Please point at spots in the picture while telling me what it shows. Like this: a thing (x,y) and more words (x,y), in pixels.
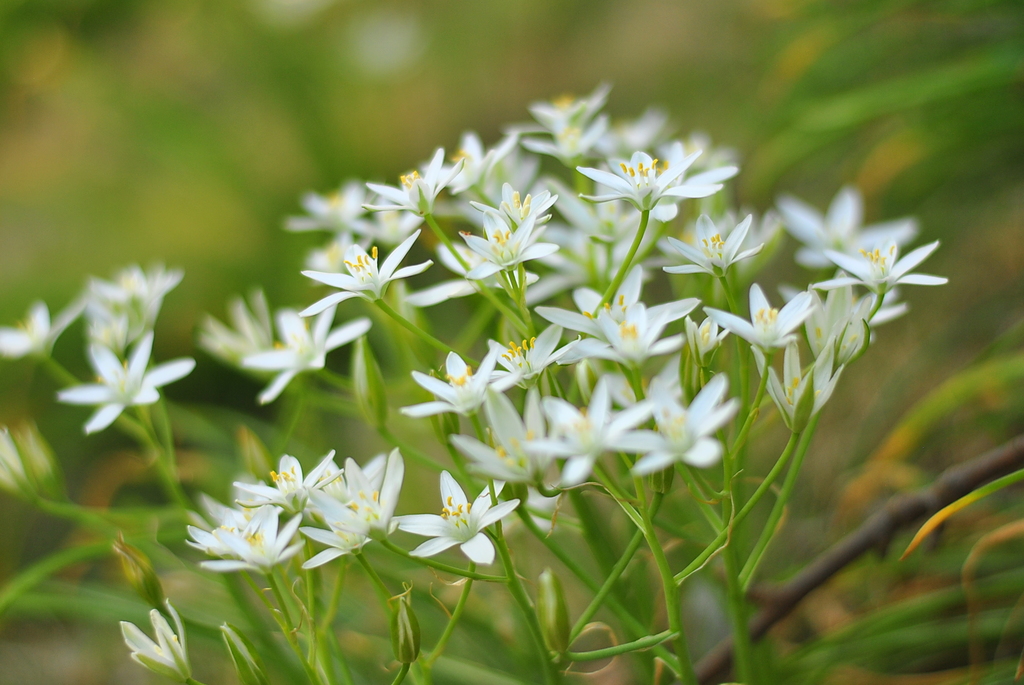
In this picture we can observe white color flowers (350,510) and green color flower buds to this plant (489,582). We can observe some plants (197,128) in the background (799,92).
